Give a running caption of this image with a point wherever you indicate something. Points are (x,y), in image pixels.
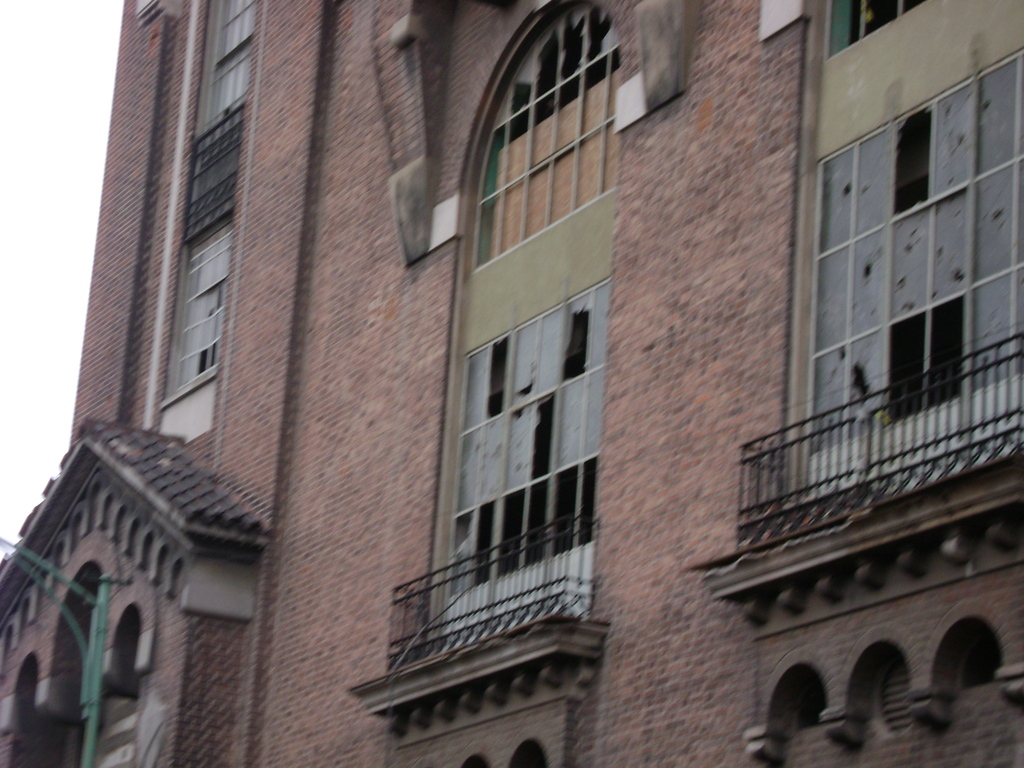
In this image I can see the building (392,317) which is in brown color. I can also see the windows (820,355) and railing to it. To the left (71,293) I can see the white sky (48,386).
